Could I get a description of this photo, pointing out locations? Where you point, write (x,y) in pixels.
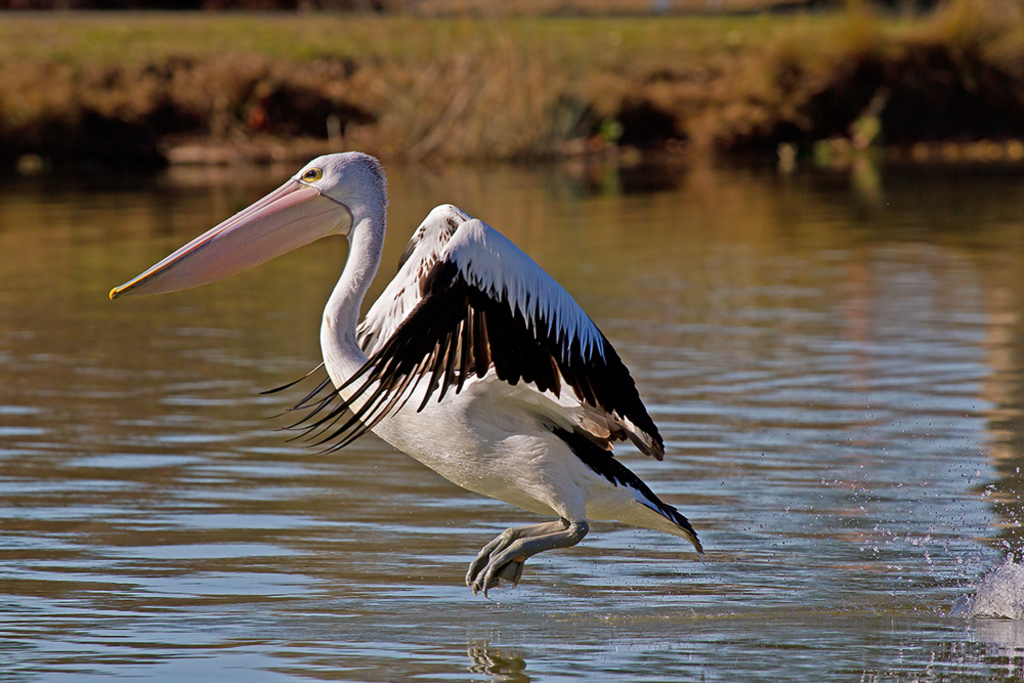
In the middle of the image (456,322) we can see a bird (352,420), we can see water (695,271) and few plants (714,93).
